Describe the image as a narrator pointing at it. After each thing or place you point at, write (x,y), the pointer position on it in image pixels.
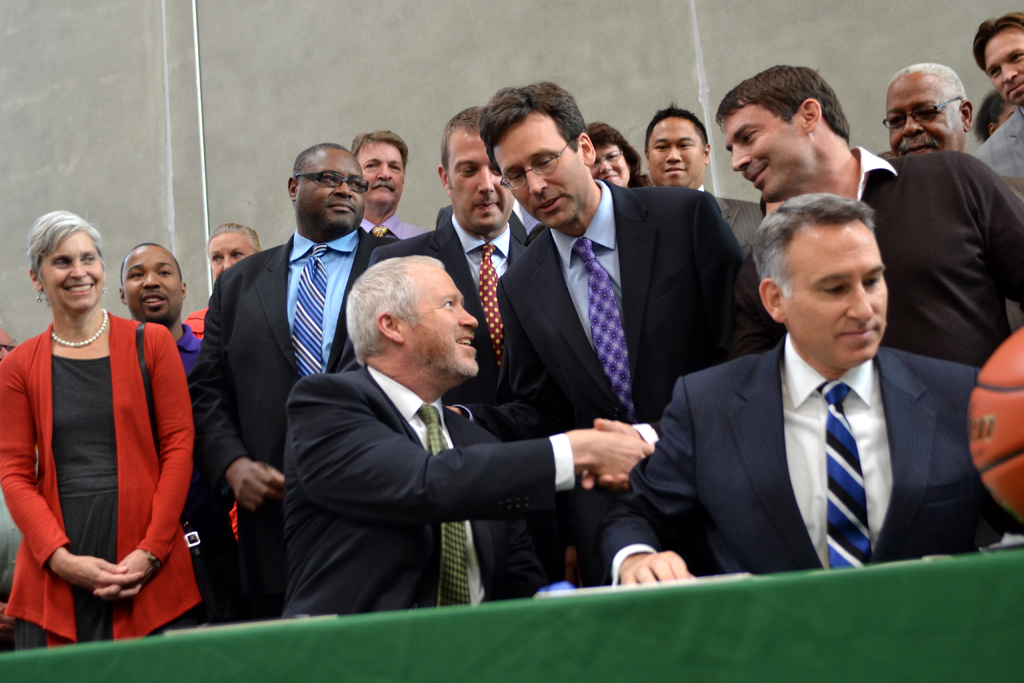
Here I can see a crowd of people (169,419) standing and smiling. At the bottom (443,632) there is a table (622,655) covered with a cloth (442,638), behind there are two men (409,505) sitting. In the background (120,122) there is a wall (14,142). On the right side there are two persons (479,490) shaking their hands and smiling by looking at each other.
